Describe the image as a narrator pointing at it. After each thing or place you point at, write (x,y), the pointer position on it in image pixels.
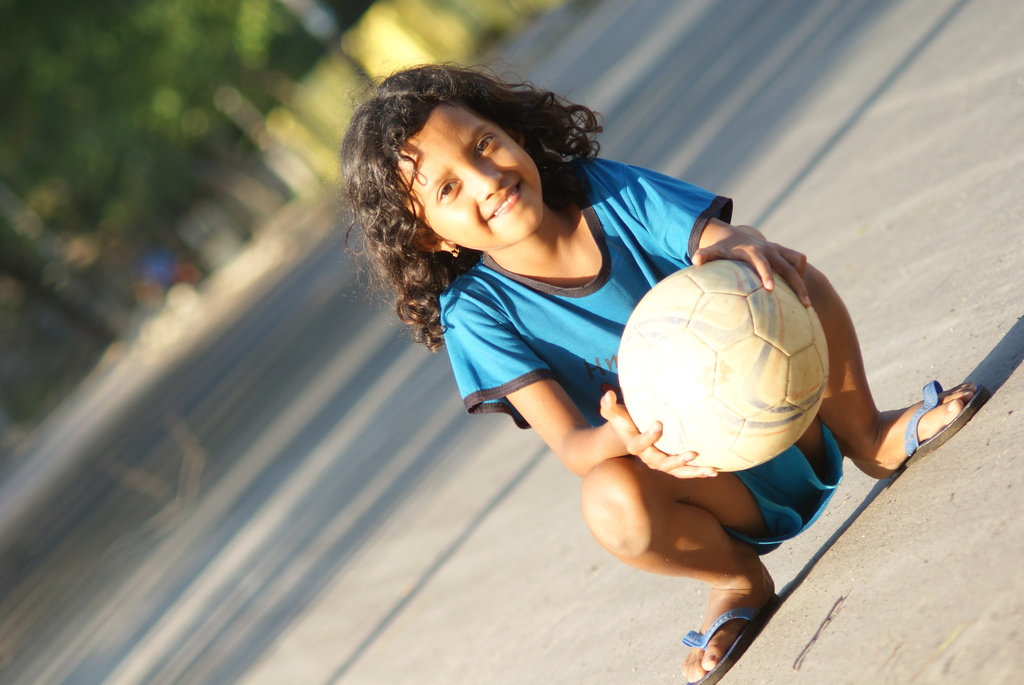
In this picture there is a kid (597,259) sitting on road (908,561) and holding ball (739,366) in his hand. He is in a squat position and he is smiling. The background (187,107) is blurred.
